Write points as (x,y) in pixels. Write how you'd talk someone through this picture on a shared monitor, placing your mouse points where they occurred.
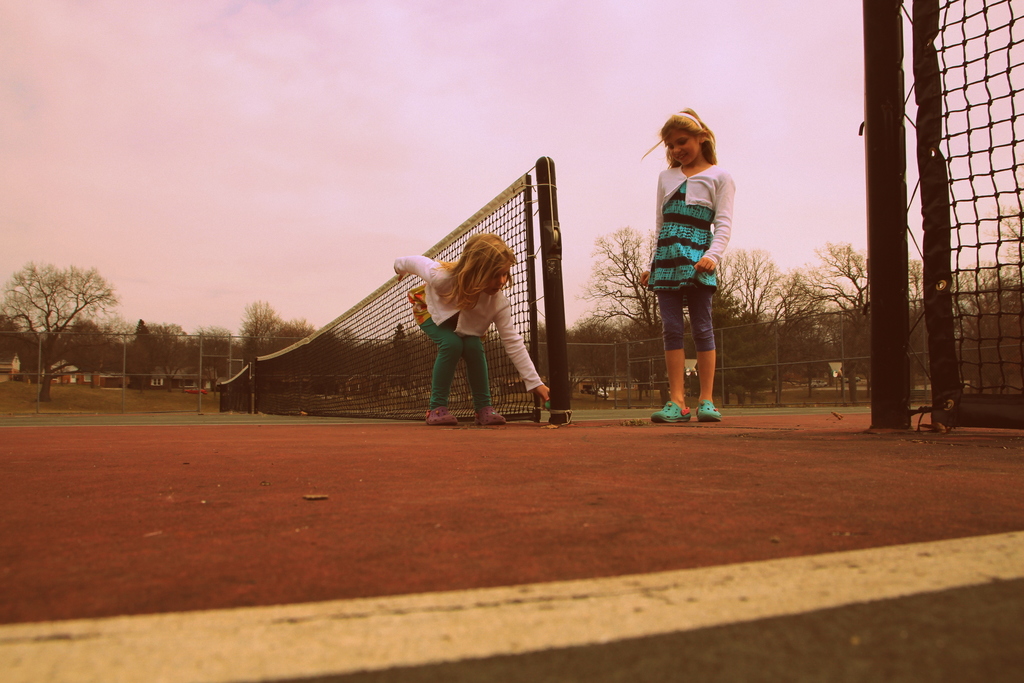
In this image I can see tennis courts (220,480), nets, number of trees (323,355), fencing (856,384), white line (87,653) over here and I can also see two girls (499,282).
